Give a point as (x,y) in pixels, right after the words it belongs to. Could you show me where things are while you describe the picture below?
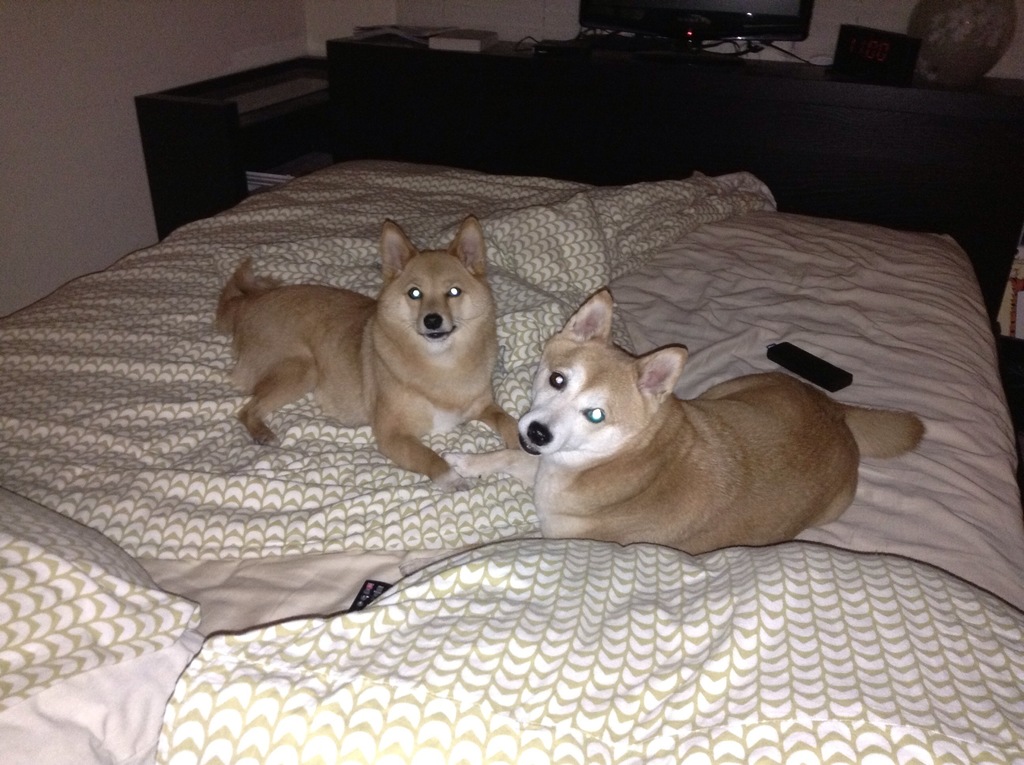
In this image I can see two dogs (485,329) sitting on the bed (821,343). They are in brown and white color. I can see a white color bed sheet (805,536) and black object (815,366) on the bed (867,361). Back I can see a television (684,18), book (451,47) and some objects (753,46) on the table (726,56). I can see a black color cupboard (265,135) and wall (180,61).
